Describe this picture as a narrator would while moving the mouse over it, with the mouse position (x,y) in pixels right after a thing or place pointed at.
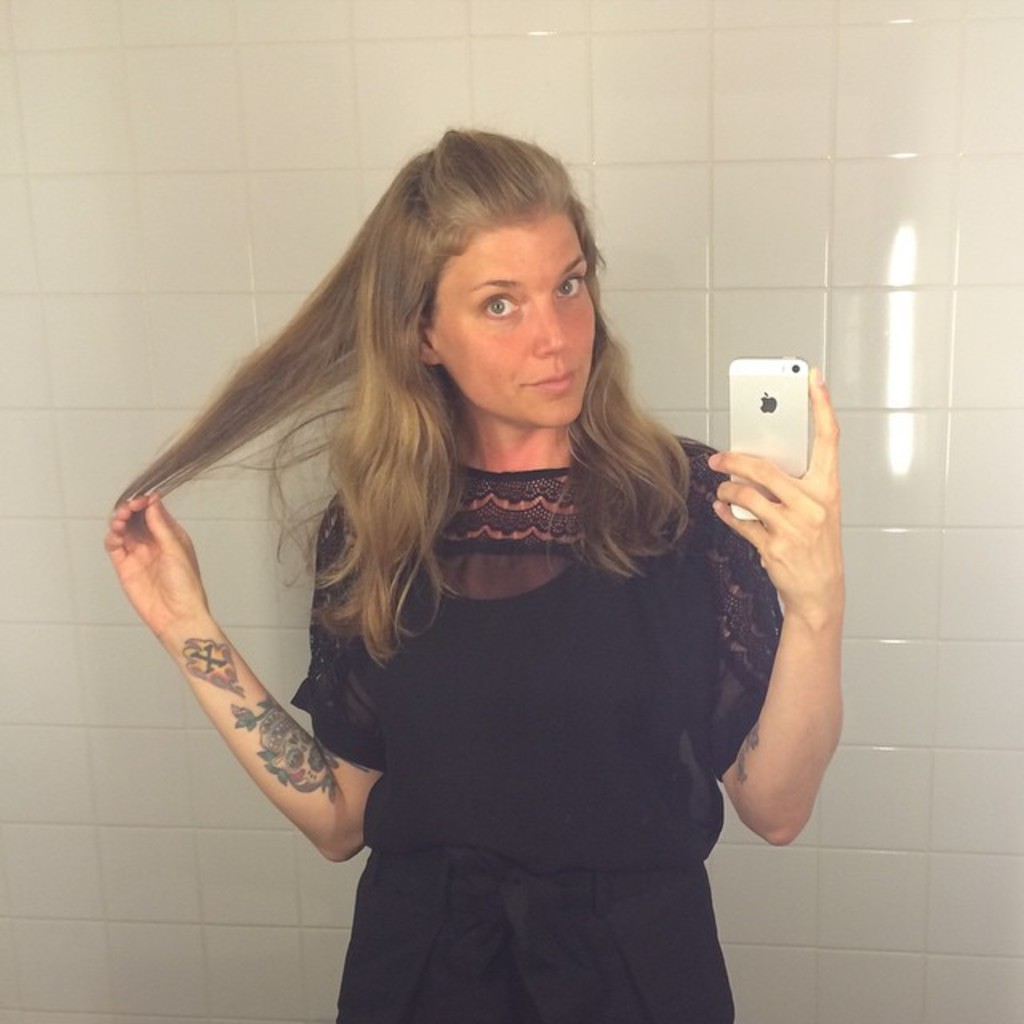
In this picture there is a woman (606,683) standing and holding the phone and hair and there is a tattoo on her right hand (274,712). At the back (255,585) there are tiles (715,215) on the wall (715,215).
